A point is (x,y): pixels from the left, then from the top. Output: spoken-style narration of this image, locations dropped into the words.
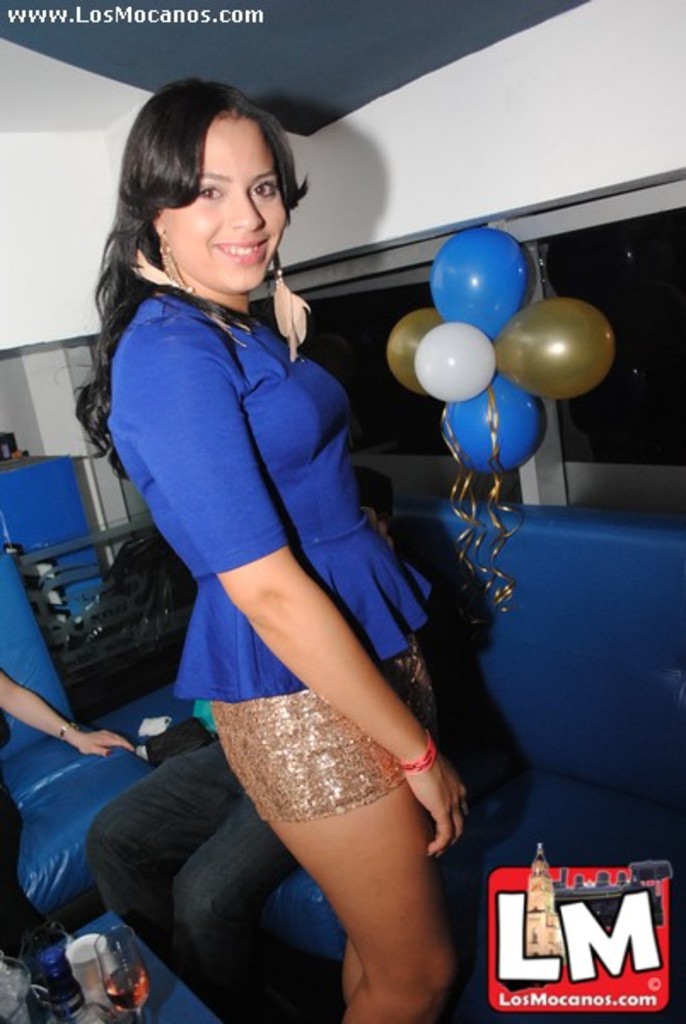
In this picture there is a girl (372,729) in the center of the image (360,632) and there are balloons (474,398) on the right side of the image (468,455) and there are other people (183,931) those who are sitting on the sofa (517,576) in the background area of the image (186,940), there are glasses (85,971) at the bottom side of the image (128,927).
